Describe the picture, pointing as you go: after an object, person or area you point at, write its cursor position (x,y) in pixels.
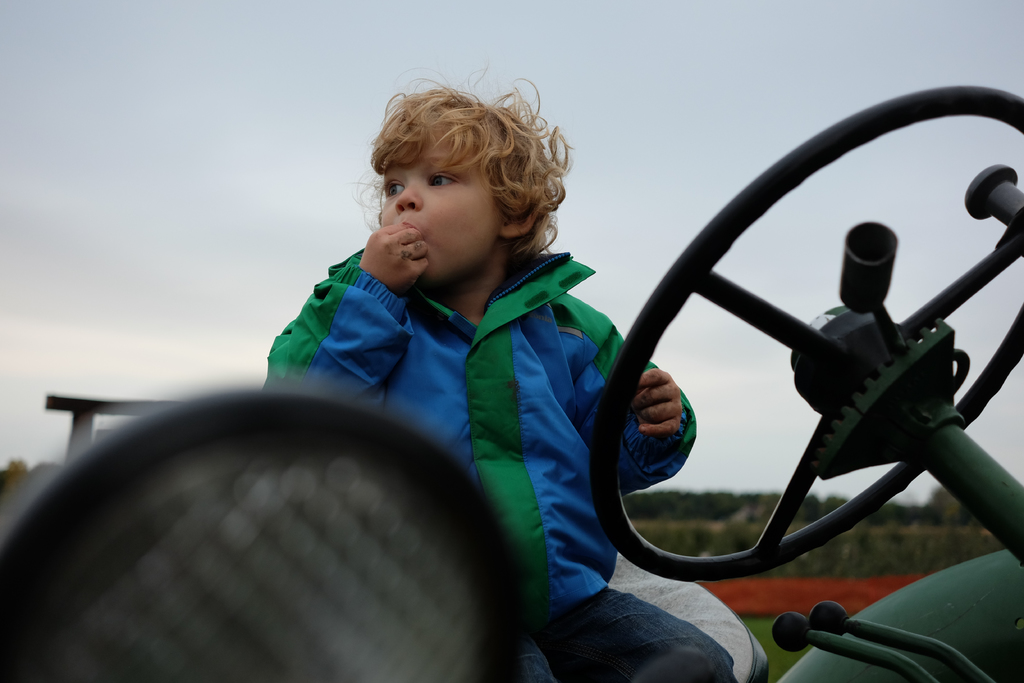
In this image I can see a boy (469,185) who is sitting on a vehicle (984,655) and he kept one of his hand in the mouth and another hand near to the steering (1019,118). In the background (971,136) I see the cloudy sky (184,369).
